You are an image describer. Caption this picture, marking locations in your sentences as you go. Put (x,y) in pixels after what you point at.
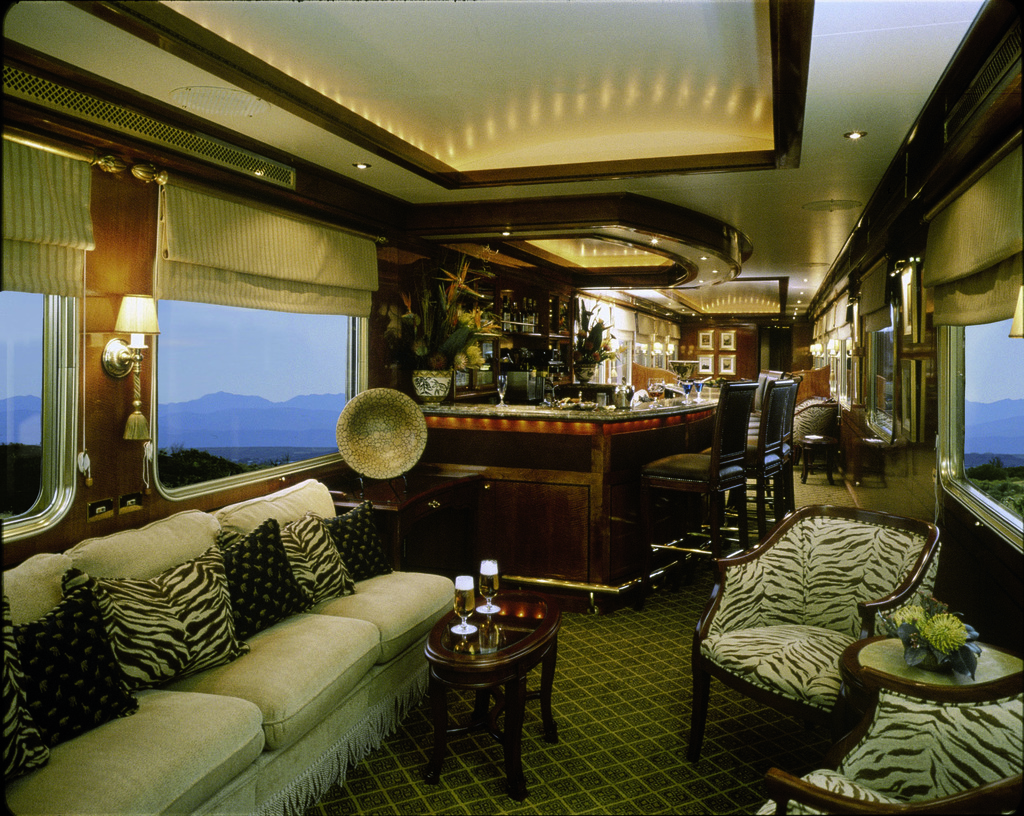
The picture is taken in a room (570,496). In the foreground of the picture (900,734) there are couches (274,671), pillows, tables (507,683), flower vase (946,648), glasses (465,600), drink (469,585). On the right (921,424), there are curtain (1000,315), window (957,392), frames (905,332) and lights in the ceiling (854,174), outside the window (1000,460) there are trees (1005,479) and hills (992,434). On the left (222,430) there are windows (156,398), curtains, lamp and lights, outside the window (222,406) there are hills (232,422). In the center of the background (683,435) there are chairs (745,391), plate (417,437), counter (536,416), glasses (699,394), bottles (526,320), lights (668,349), frames (730,371), many other objects (579,351).
